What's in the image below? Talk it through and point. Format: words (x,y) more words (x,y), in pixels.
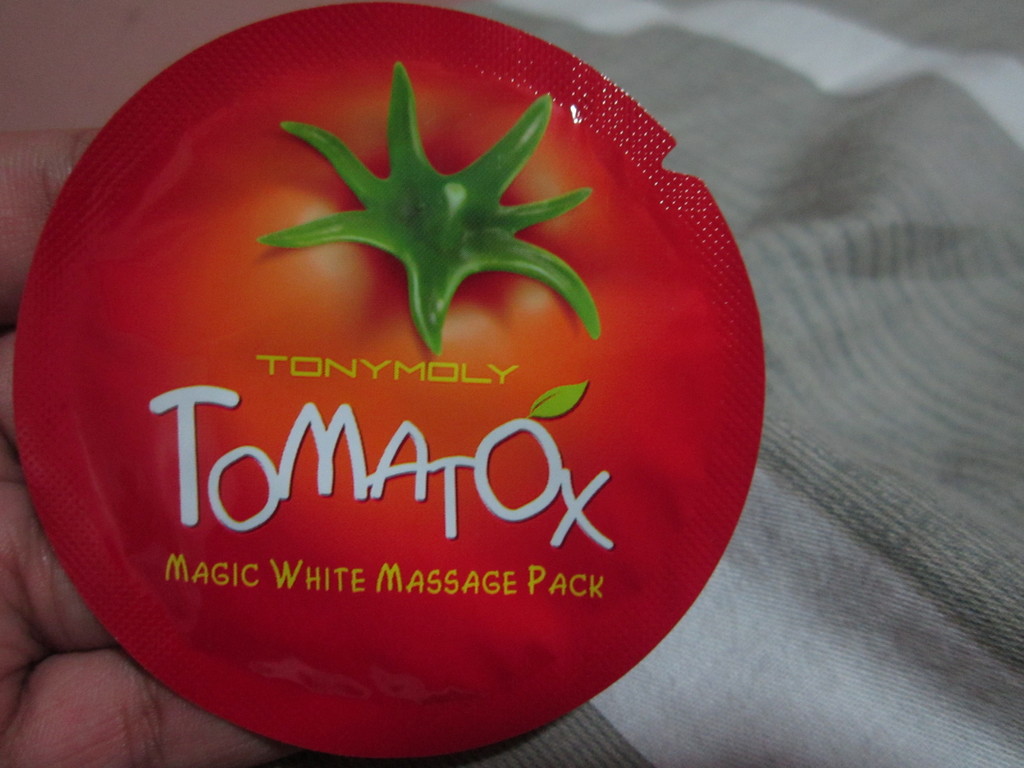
In the picture I can see a person's hand (34,580) holding a red color object (34,492) on which we can see some text (531,570) and it is on the left side of the image (226,579). In the background (956,643), we can see the white color cloth (892,683).
